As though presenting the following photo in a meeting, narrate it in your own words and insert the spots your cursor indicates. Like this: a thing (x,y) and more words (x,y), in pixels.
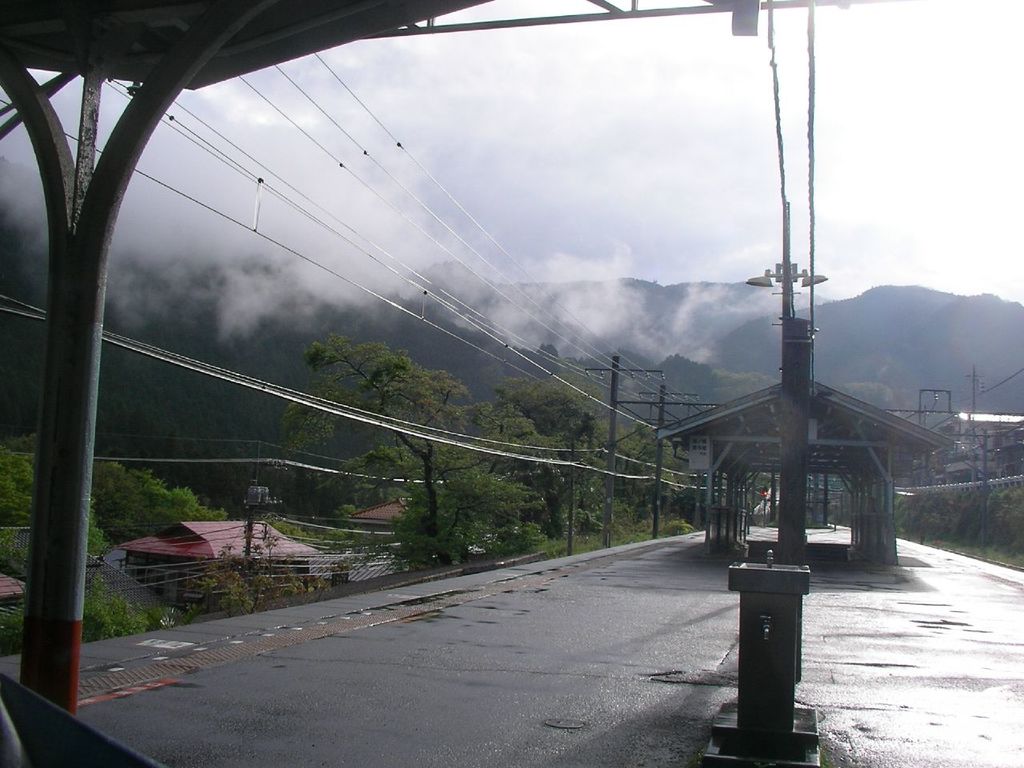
On the left side of the image (59,574) we can see one pole (60,346) and the roof (65,24). In the background (566,121), we can see the sky (696,217), clouds (866,210), hills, trees (178,518), smoke (606,328), poles (614,385), wires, buildings (172,531), grass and a few other objects (851,554).
